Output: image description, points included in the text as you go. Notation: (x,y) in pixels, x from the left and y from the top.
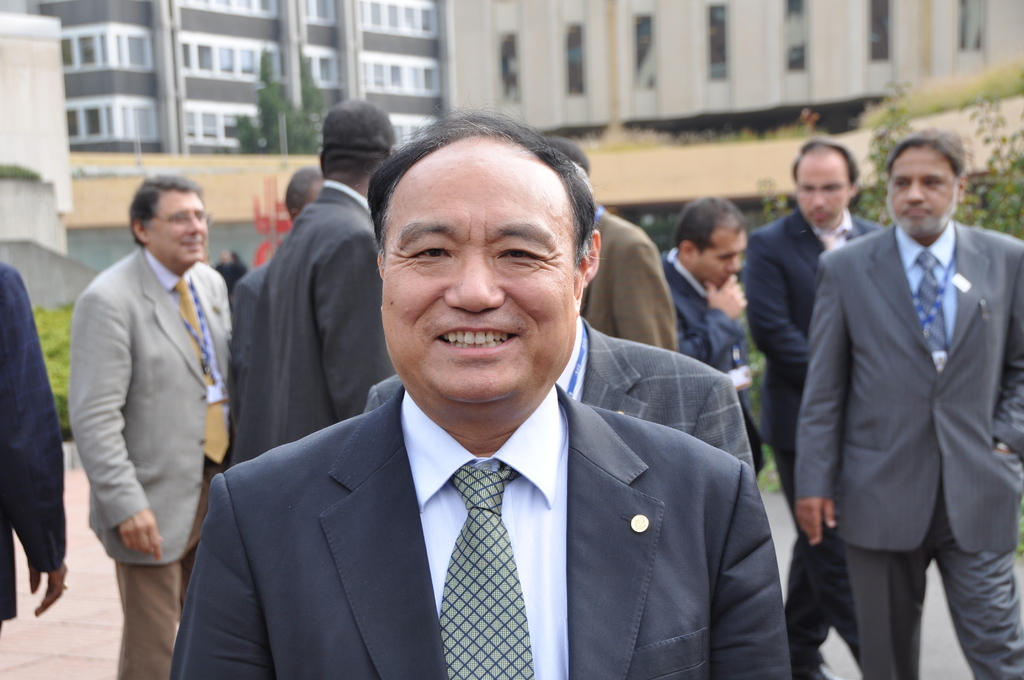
In this image I can see number of people (581,340) are standing and I can see all of them are wearing formal dress (291,353). In the background (805,3) I can see a red color thing (258,207), a building (492,86), number of windows (109,98), a tree (304,136) and few plants (62,380). I can also see this image is little bit blurry in the background (63,363).
